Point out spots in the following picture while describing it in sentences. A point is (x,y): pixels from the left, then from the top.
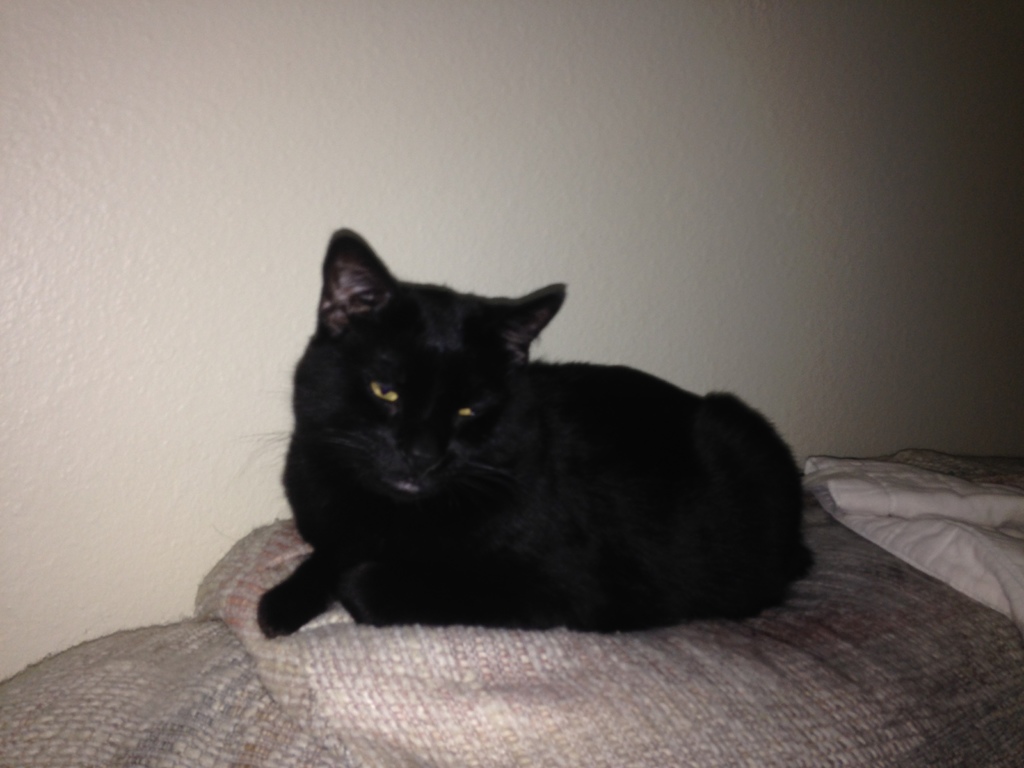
In this picture we can see a black color cat (557,471), beside to the cat (690,513) we can find a wall (289,178).
